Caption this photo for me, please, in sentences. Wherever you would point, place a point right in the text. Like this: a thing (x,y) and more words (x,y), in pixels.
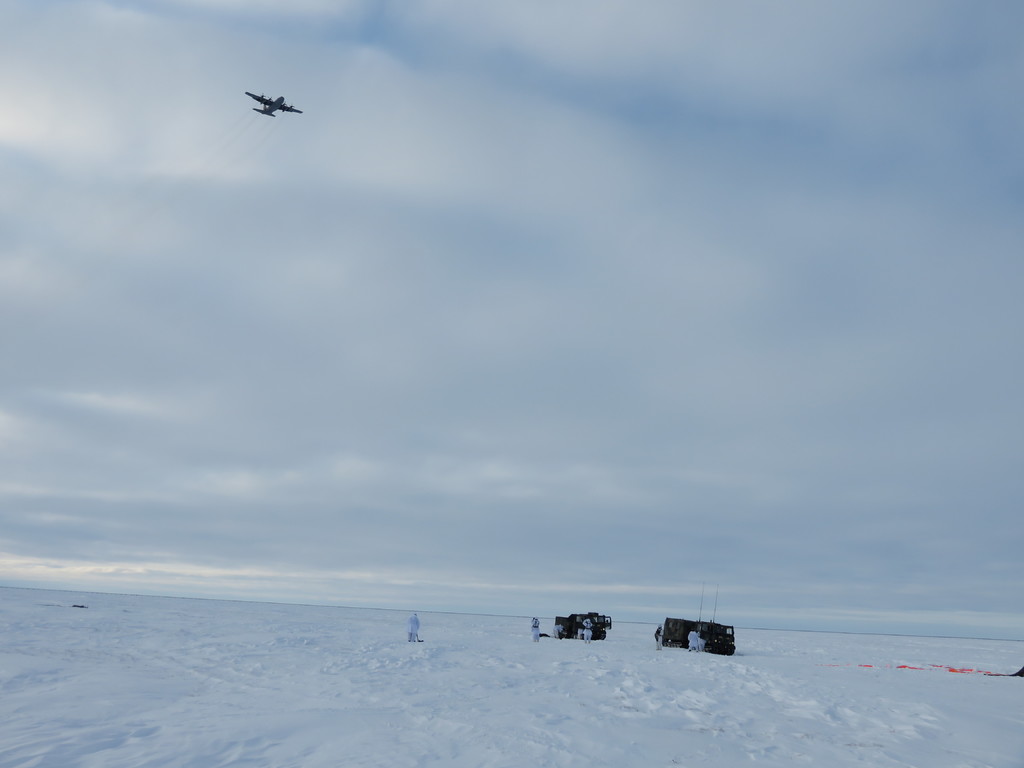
This picture describe about aircraft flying in the sky (197,529). In front (203,690) bottom side we can see a snow ground (456,669) with two trucks (572,631) and some persons (663,640) wearing a white dress (588,621) standing in the snow ground (526,622).
